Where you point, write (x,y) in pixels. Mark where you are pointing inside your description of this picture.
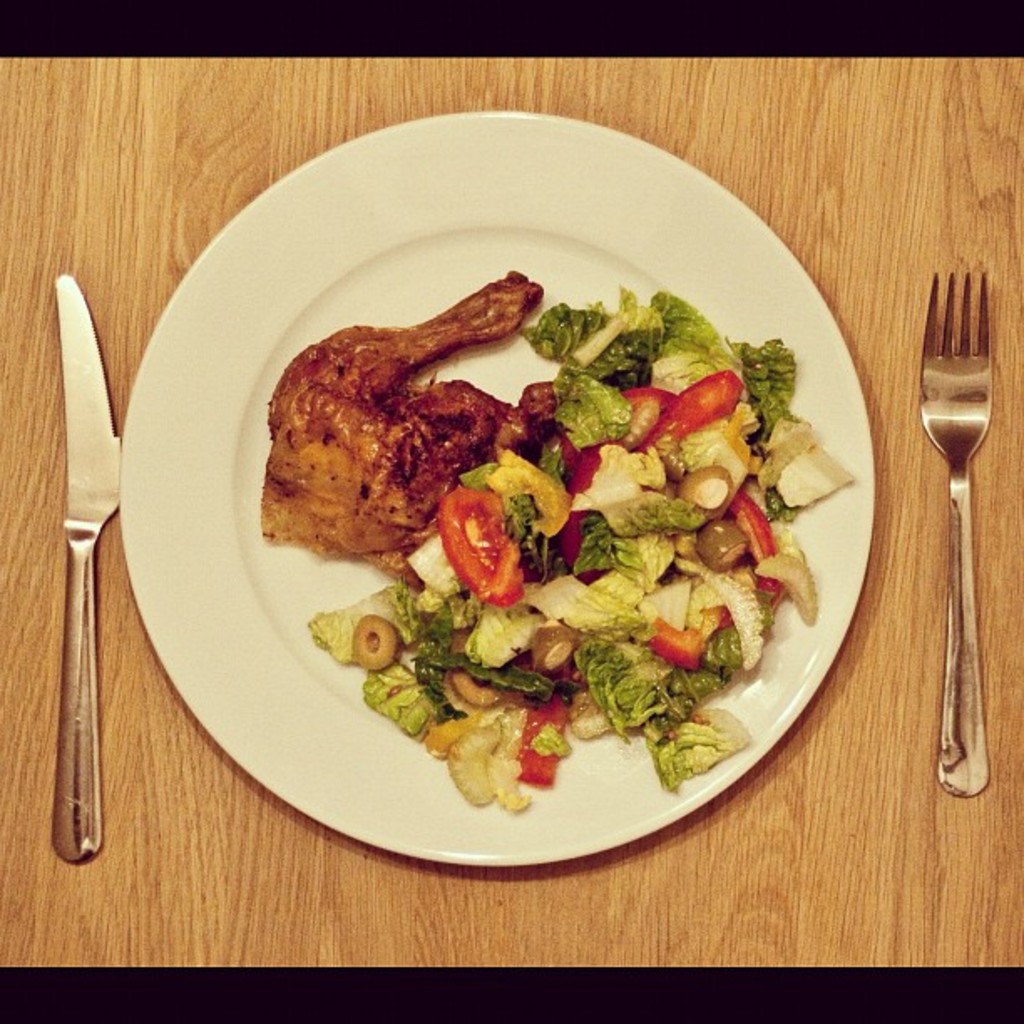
In this image I see brown color surface (59,194) on which there is a white plate (470,175) and I see food (485,412) on it and I see that the food (495,481) is of brown, green, yellow, white and green in color and I see a knife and a fork (931,394) beside to the plate (341,727).
